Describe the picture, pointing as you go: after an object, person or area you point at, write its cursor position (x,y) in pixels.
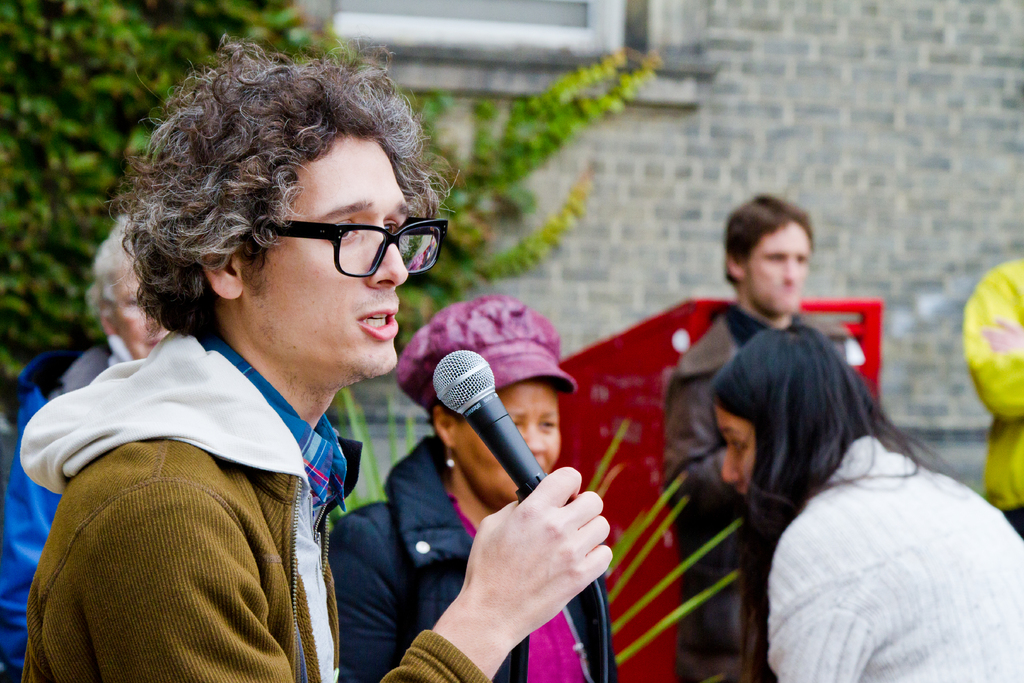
In the picture there are many people (268,317) standing in which one person (256,261) holding a microphone (466,351) and talking which is behind him there are some trees (486,111) present behind him, there are some building (880,86).
